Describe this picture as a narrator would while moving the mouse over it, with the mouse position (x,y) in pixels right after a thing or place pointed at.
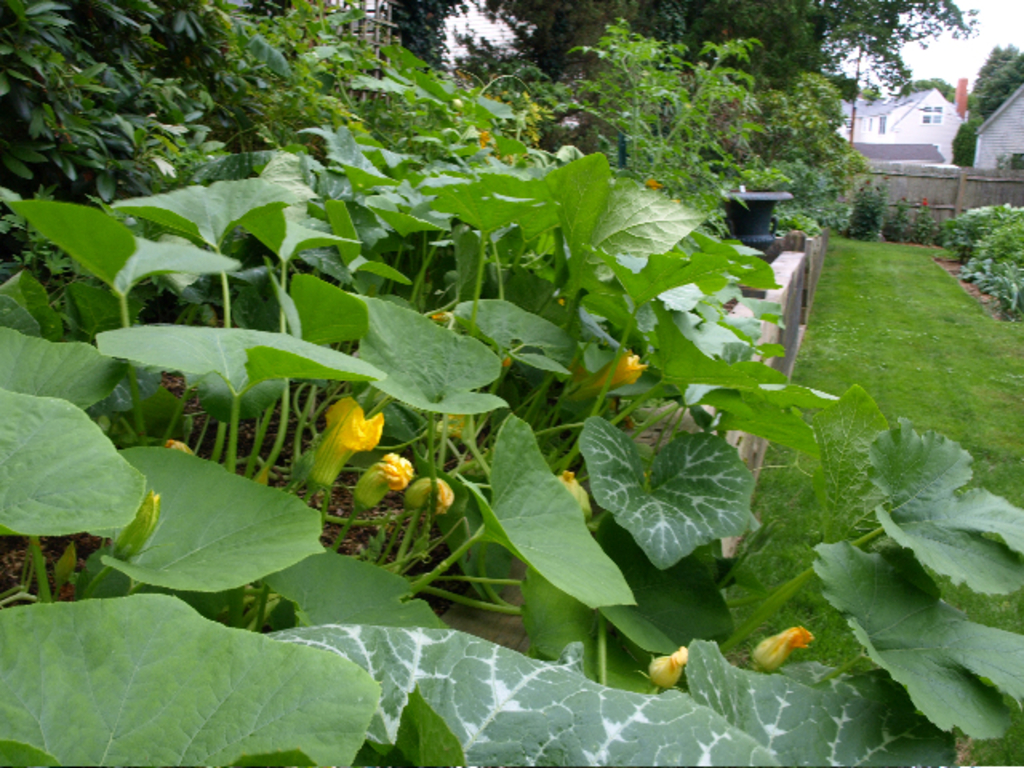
In this image there are few creeper plants (475,464) having few leaves (110,656) and flowers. Behind there is a fence (811,301) on the grassland (830,319). Behind the fence (789,251) there is a pot (747,196). Right side (899,192) there is a fence (910,176). Behind there are few buildings (897,122). Background (42,192) there are few plants (819,224) and trees (879,33). Right top there is sky (962,54).
